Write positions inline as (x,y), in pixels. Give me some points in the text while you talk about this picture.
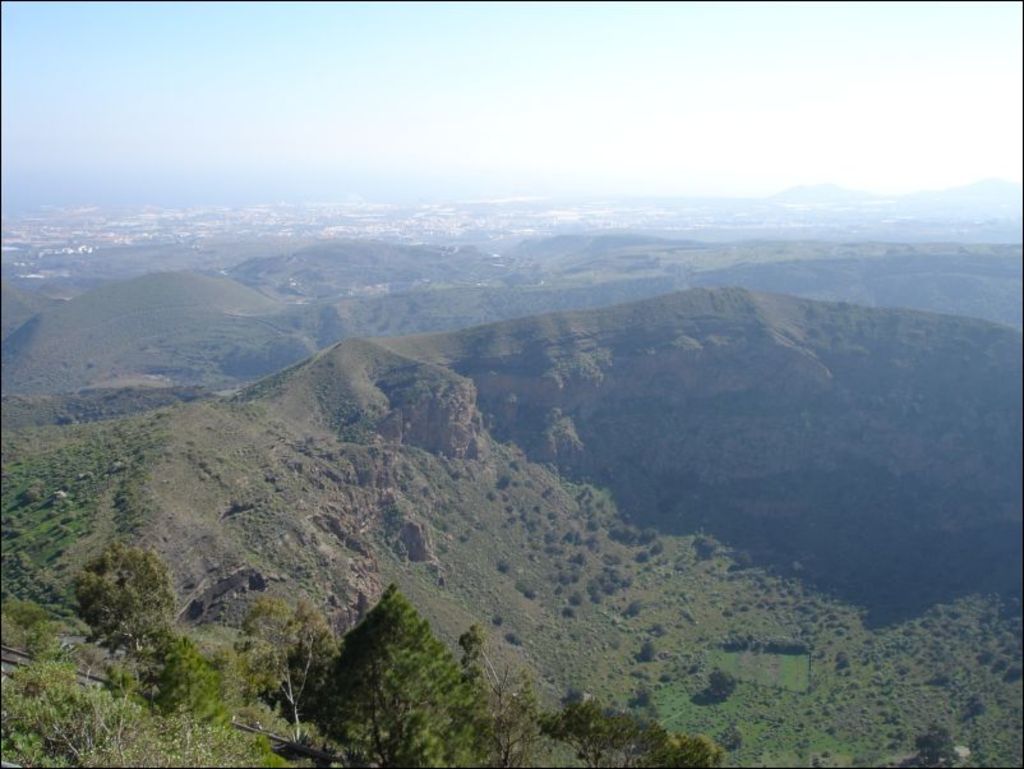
In this picture, there are hills (247,474) covered with trees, plants (796,631) and grass (501,536). At the top (555,64), there is a sky (426,109).
